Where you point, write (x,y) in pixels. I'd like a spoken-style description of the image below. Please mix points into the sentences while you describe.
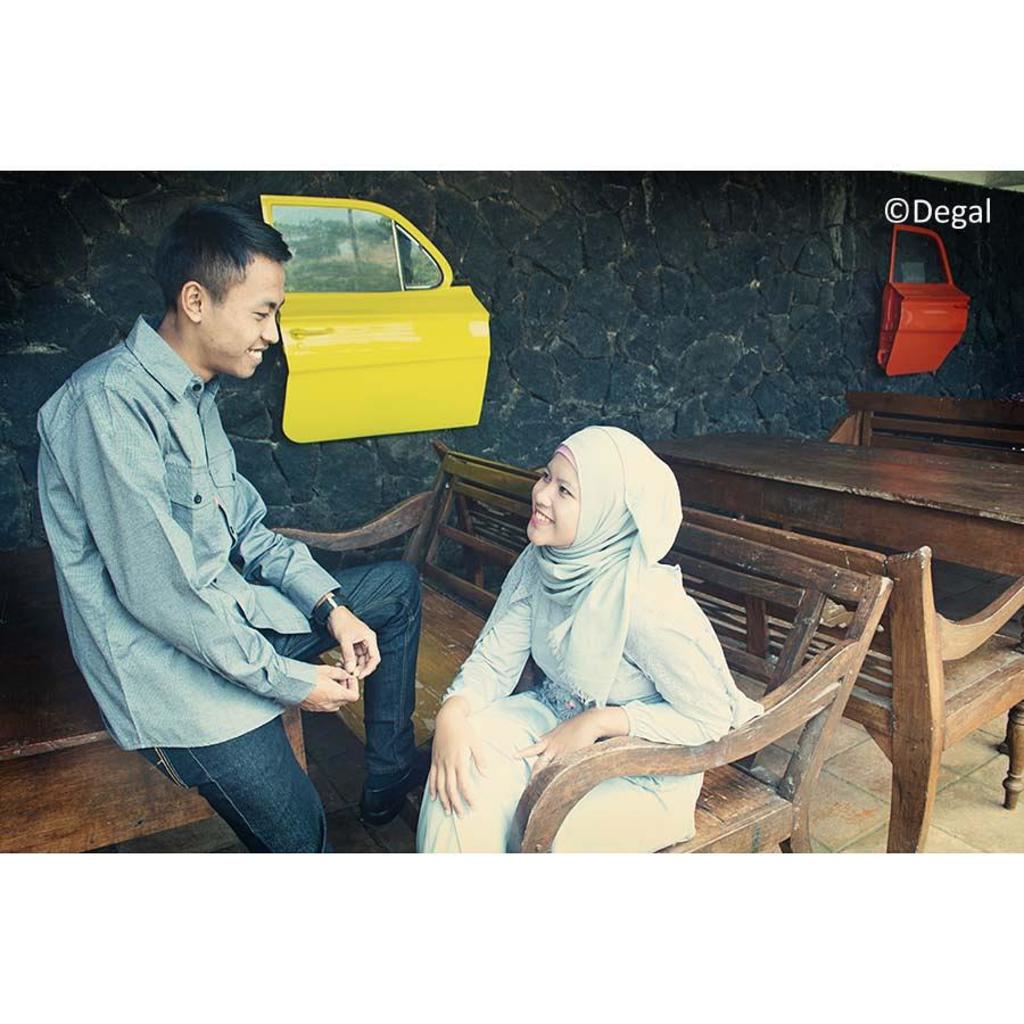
In this picture I can see a man (188,722) sitting on the table (34,658), woman (714,660) sitting on the bench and talking, side we can see some tables (906,515), benches (896,588), we can see some vehicle doors (447,329) to the wall (598,321).
